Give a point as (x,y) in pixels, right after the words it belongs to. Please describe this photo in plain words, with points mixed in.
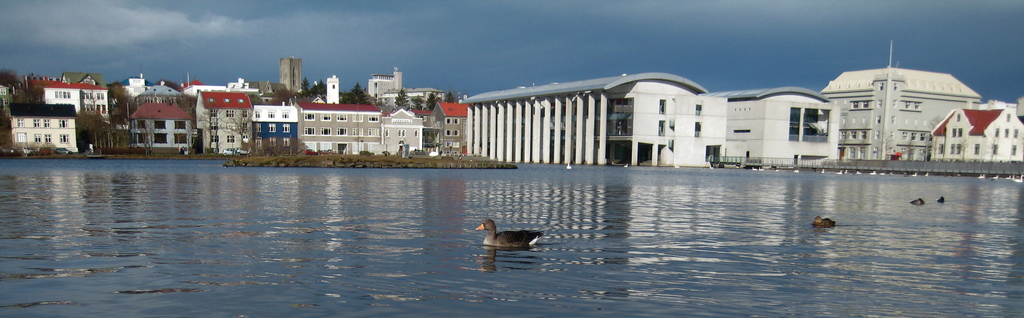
In the foreground of the picture (539,218) I can see the birds (516,234) on the water (725,235). In the background (450,138), I can see the buildings (383,103) and trees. There are clouds (438,71) in the sky (456,75).
